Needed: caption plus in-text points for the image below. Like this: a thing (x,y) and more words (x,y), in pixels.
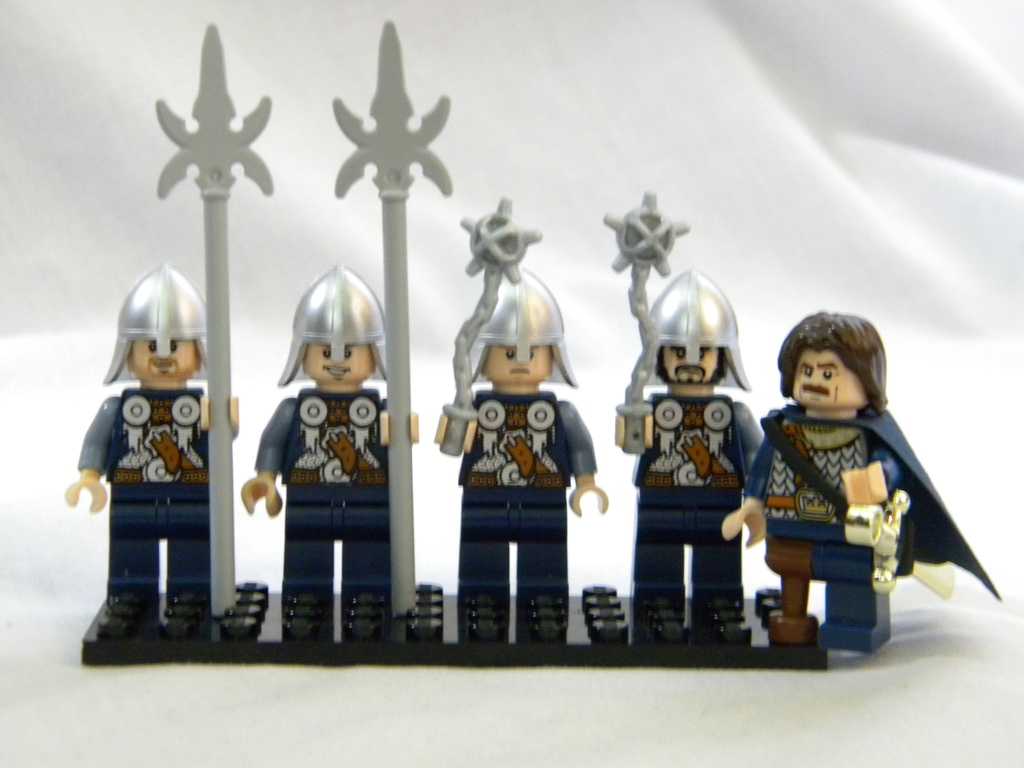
In the image we can see the toys (919,498) on the white clothes (933,249).
